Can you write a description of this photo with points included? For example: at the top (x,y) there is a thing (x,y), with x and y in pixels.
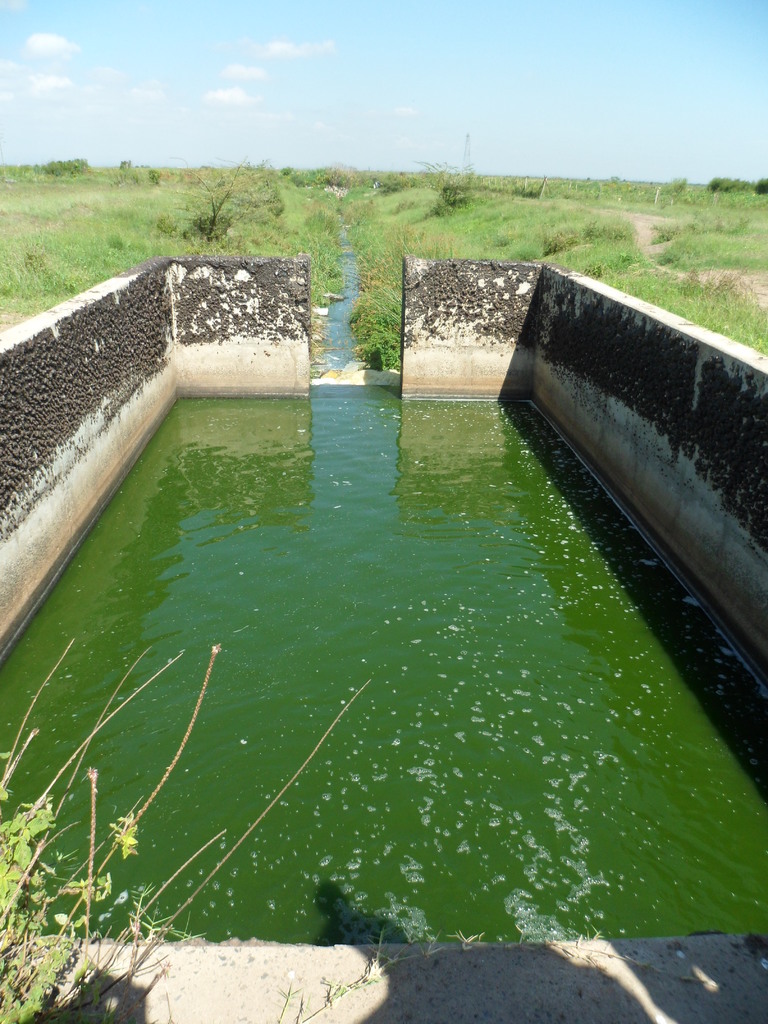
This image consists of a water body (439,629). At the bottom (283,907), there is water (211,792). On the left (64,558) and right, there are walls (154,268). In the background (95,251), there are small plants (395,298) and grass (395,298) on the ground (391,253). At the top (107,86), there are clouds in the sky (598,160).
